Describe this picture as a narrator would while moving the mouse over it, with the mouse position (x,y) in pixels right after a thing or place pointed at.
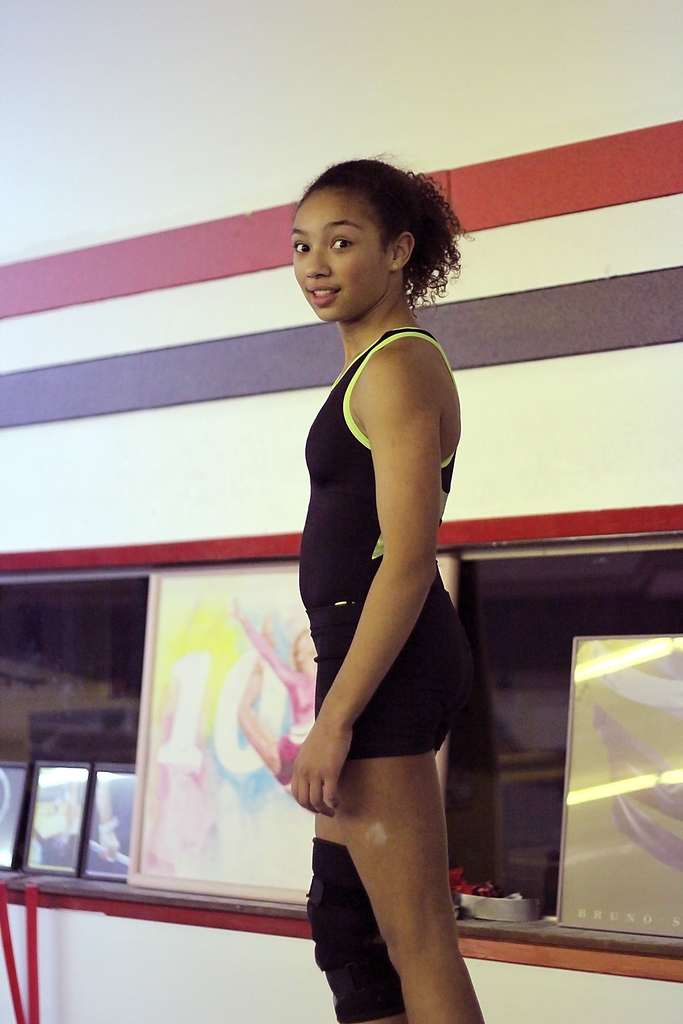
In the picture I can see a woman (373,474) wearing a black color dress (359,445) is standing here and smiling. In the background (64,854), we can see the photo frames (143,881) and the white color wall (116,250).
